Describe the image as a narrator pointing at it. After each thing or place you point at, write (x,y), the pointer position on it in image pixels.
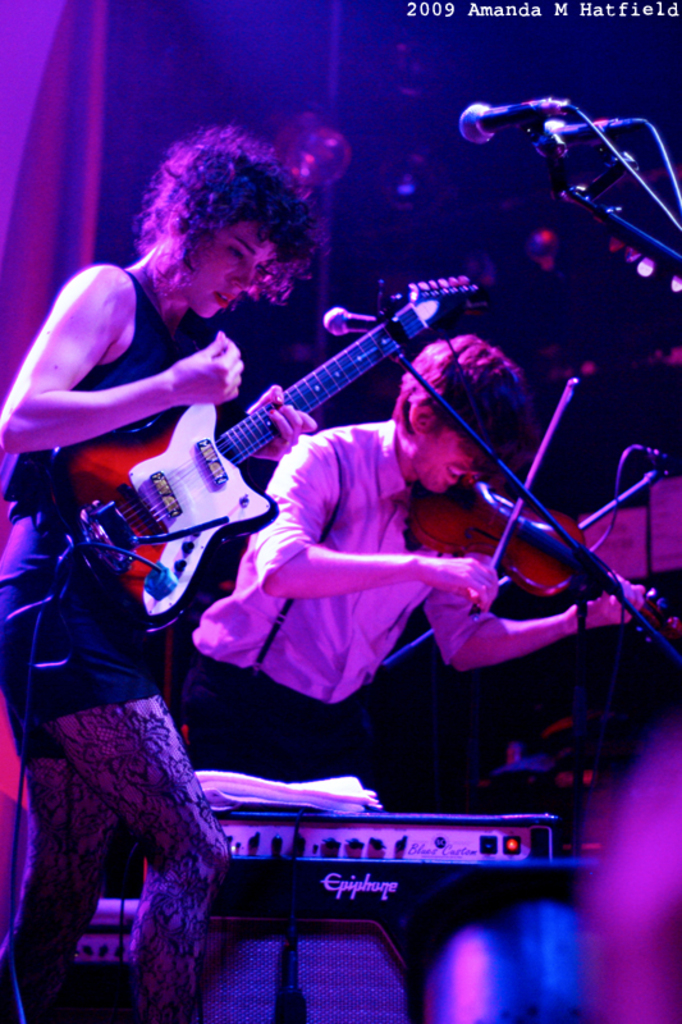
In this image we can see two persons (313,552) playing musical instrument (546,437). On the right side (658,243), we can see mics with stands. At the bottom (355,824) we can see an object (426,837). The background of the image (21,253) is dark.
